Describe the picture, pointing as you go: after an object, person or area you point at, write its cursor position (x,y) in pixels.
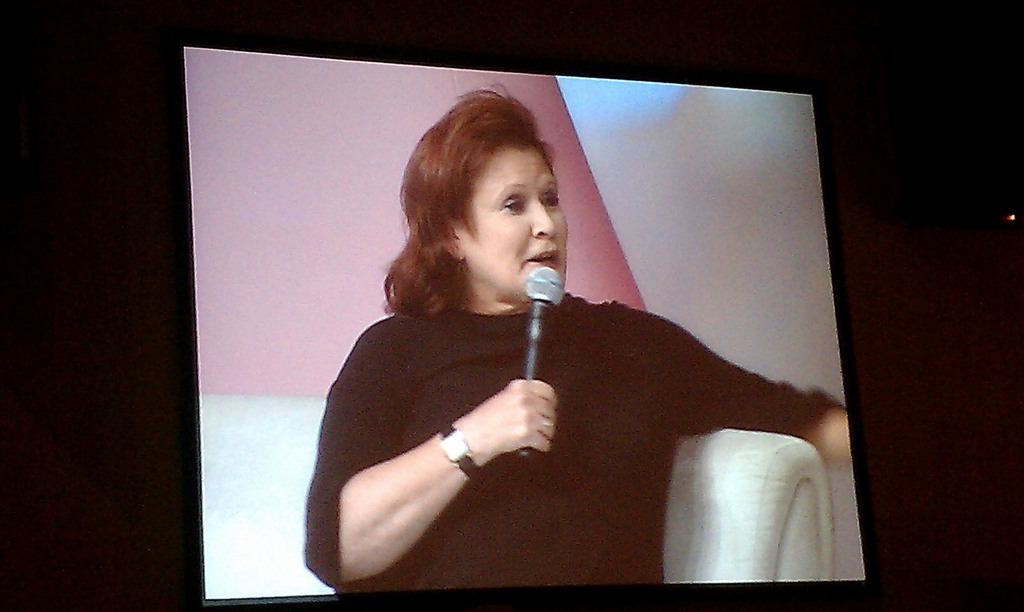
In this image we can see a person (465,402) wearing black color dress (450,409), watch (458,448) holding microphone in her hands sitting on a couch (681,554).
